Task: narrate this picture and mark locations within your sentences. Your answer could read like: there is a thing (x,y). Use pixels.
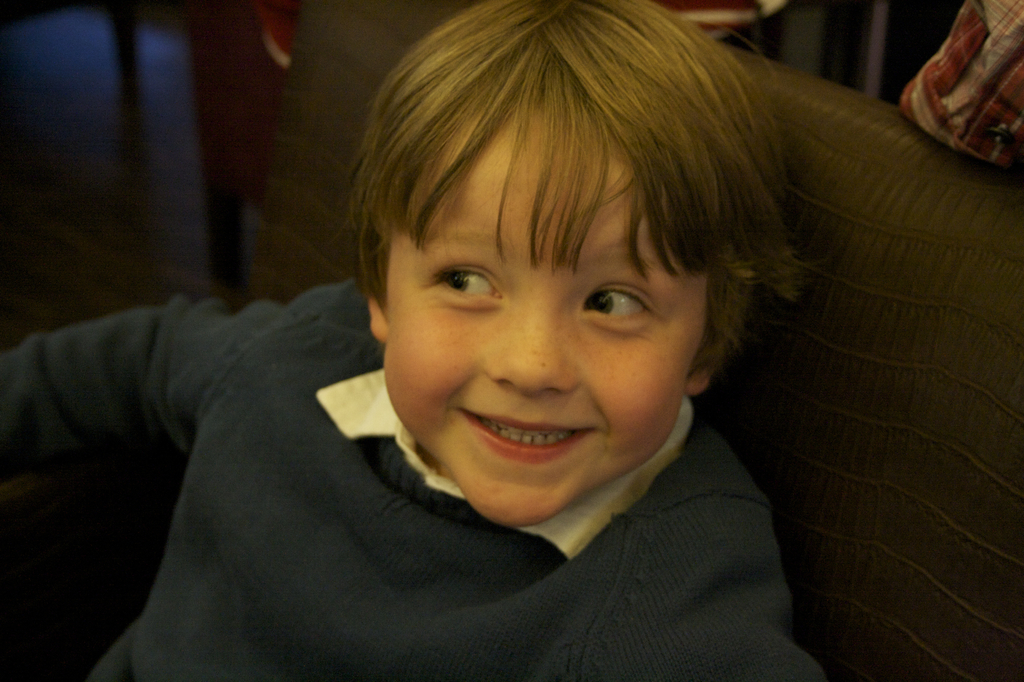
In this image we can see a person (469,517) sitting on the chair (761,439). There are few objects (996,153) at the right side of the image (952,78). There are few chairs (262,84) at the left side of the image (244,80).
